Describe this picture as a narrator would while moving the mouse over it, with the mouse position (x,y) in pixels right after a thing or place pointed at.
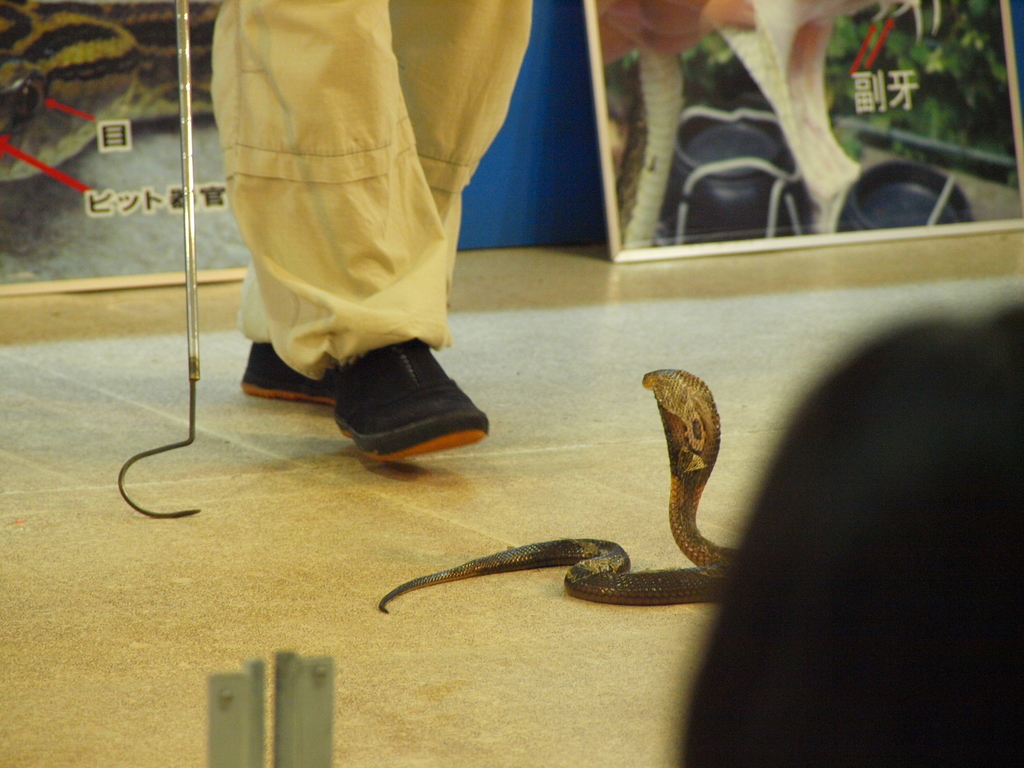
In this image there is a snake (665,428), person's legs (329,177) holding metal rod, there are a few posters (682,208) of snakes (657,203) attached to the board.
